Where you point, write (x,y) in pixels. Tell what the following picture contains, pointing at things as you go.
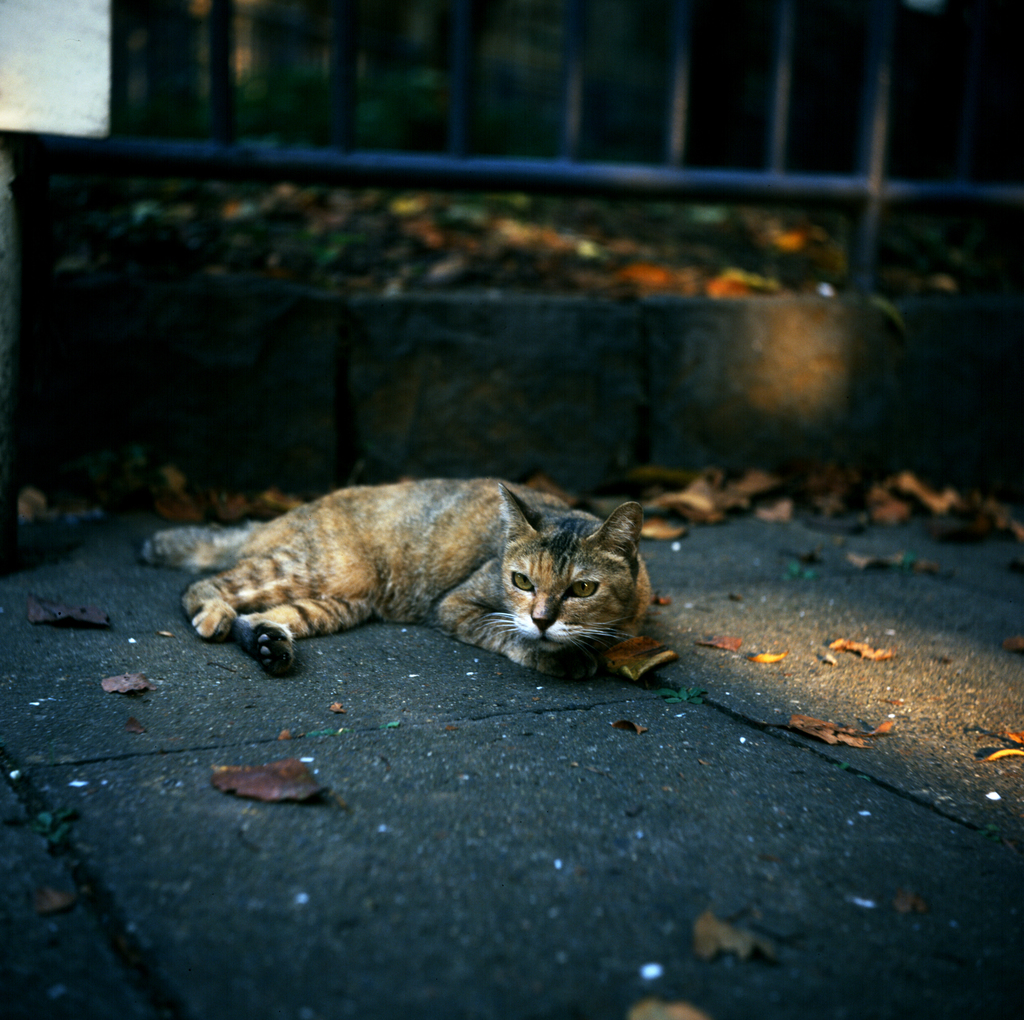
In this image there is a cat (395,580) on the ground (724,764), there are dried leaves (893,499) on the ground (465,692), there is an object (770,137) truncated towards the top of the image (782,100), there is an object (968,72) truncated towards the right of the image (876,28), there are leaves (971,511) truncated towards the right of the image (988,516), there is a leaf (673,1002) truncated towards the bottom of the image (690,1019).
